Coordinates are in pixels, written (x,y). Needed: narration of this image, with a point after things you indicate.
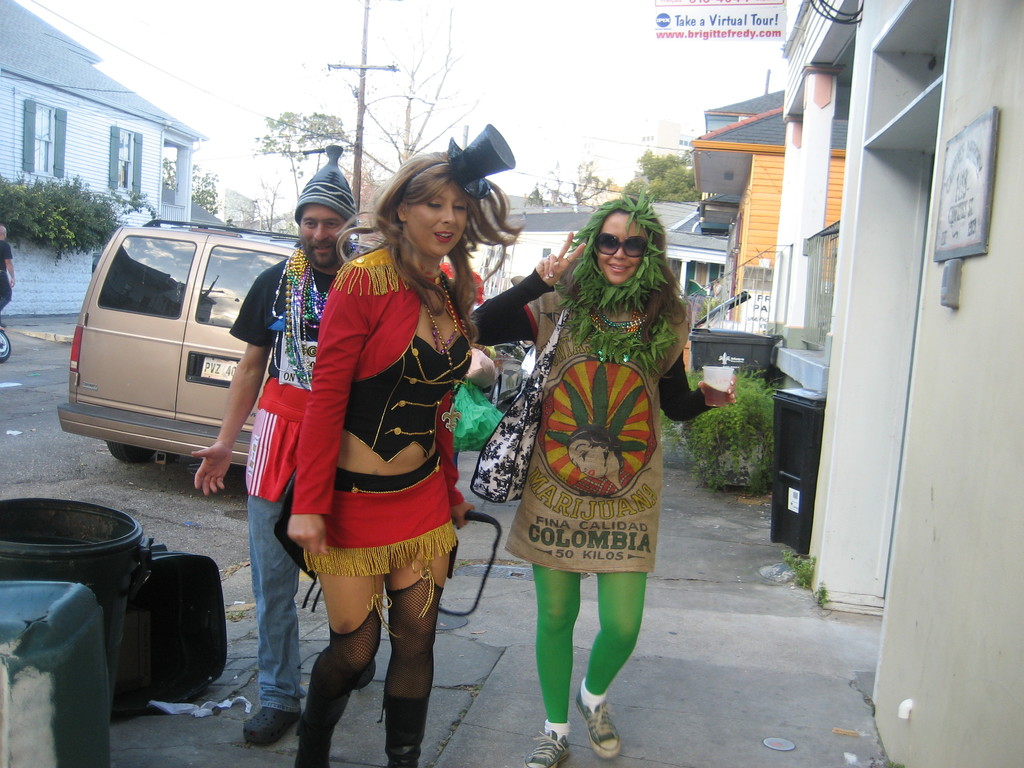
In this image outside a building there are three people (410,416) wearing colorful costume (566,436). Here there are dustbins (136,588). On both sides there are buildings (31,166). In the background (92,144) there are trees (312,158), buildings (92,144), vehicle (153,288) and few other things (761,328) are there.
